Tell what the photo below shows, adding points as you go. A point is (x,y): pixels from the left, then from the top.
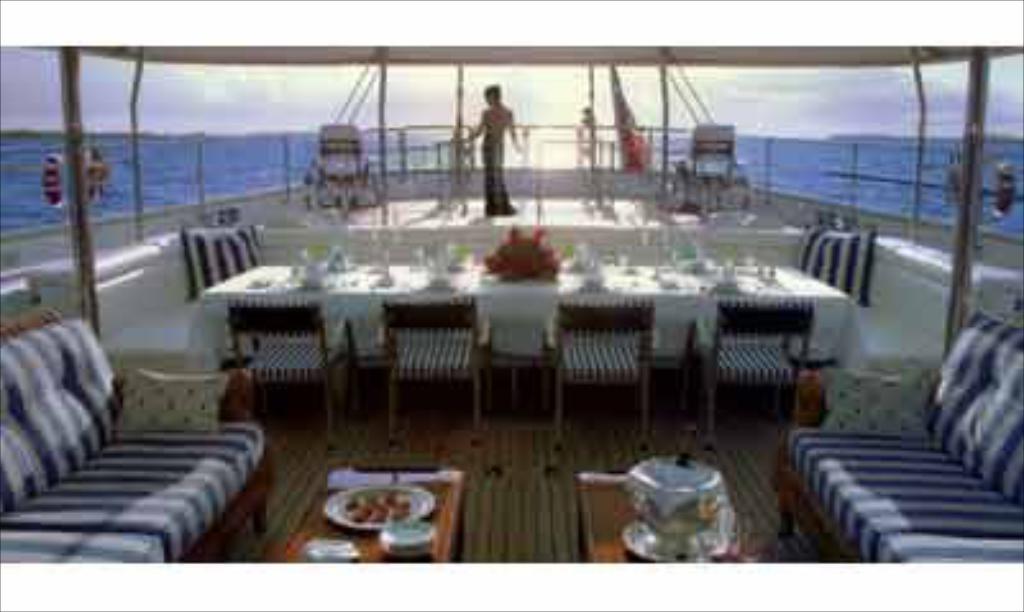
In this image I can see a person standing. I can also see few glasses (341,251) on the table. In front (101,436) I can see two couches (100,451), background (184,184) I can see water (161,171) in blue color and sky (255,95) in white color.
